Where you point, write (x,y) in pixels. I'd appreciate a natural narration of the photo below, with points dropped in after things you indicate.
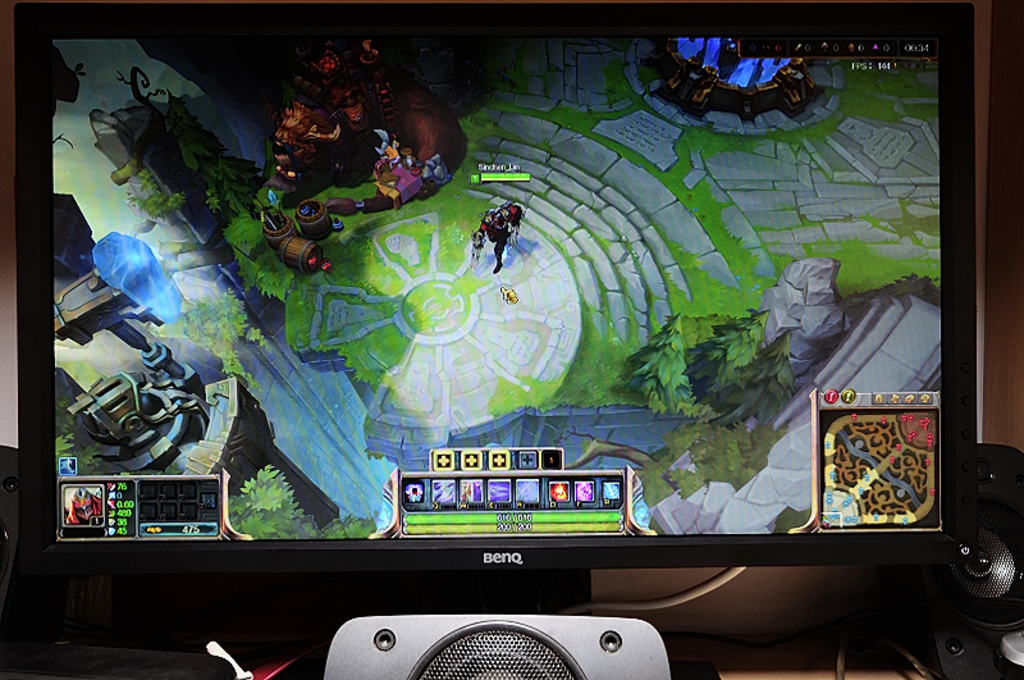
In this picture we can see a television (908,206), cable (701,587), speakers (508,647) and on this television screen (555,509) we can see a graphical image (608,199) and in the background (1020,277) we can see the wall (981,116).
